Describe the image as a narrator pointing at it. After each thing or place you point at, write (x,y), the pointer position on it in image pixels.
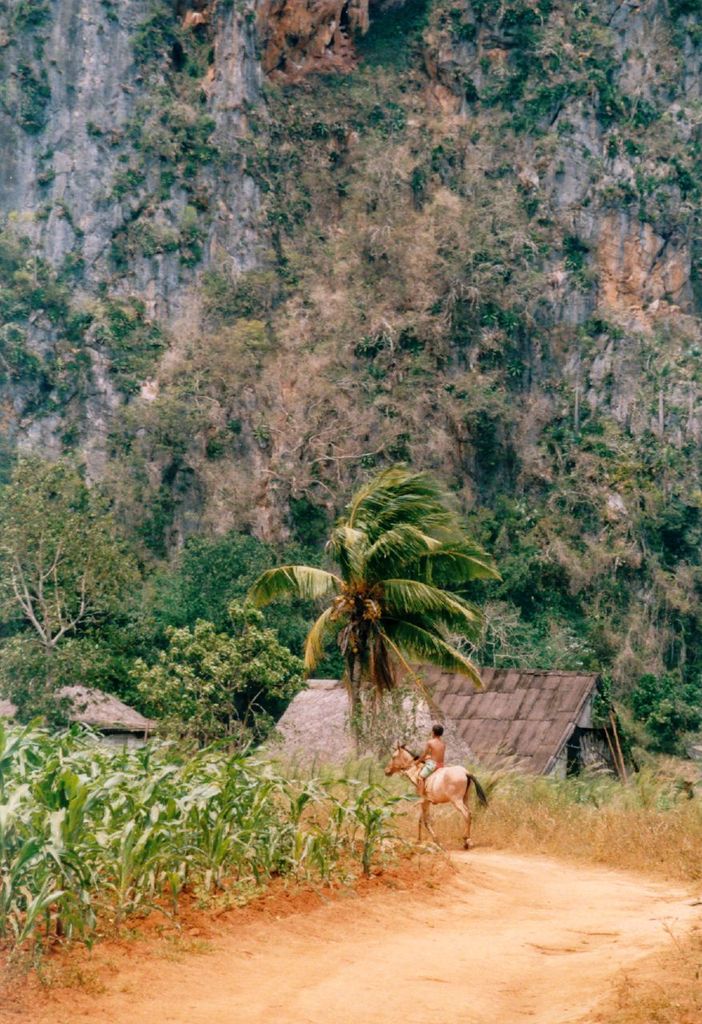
In this image in the foreground (164,1006) there is a path (524,869). On it a man (431,753) is riding horse (448,785). On the left (115,809) there are plants (99,809). In the background (199,722) there are huts (513,694), trees (397,652), hill (587,575), plants (563,570) are there.
